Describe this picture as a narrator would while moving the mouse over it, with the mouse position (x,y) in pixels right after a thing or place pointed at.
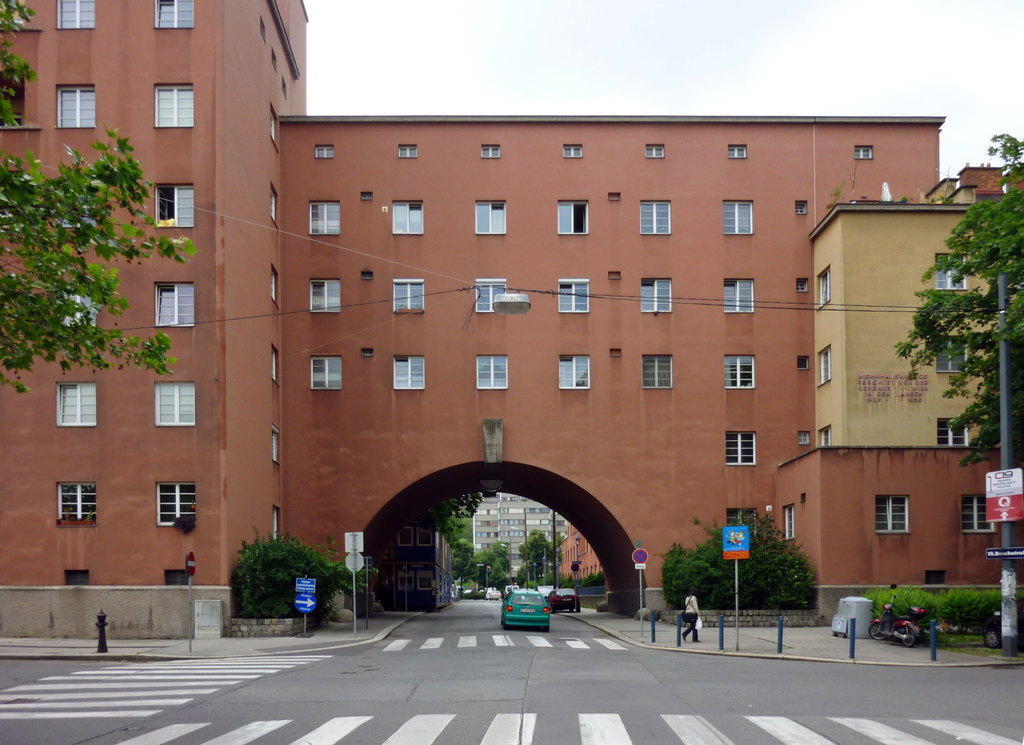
In the center of the image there are cars (528,625) on the road (570,677). There are directional boards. There are poles (779,646). In the background of the image (556,282) there are buildings (514,493), trees (2,384) and sky (688,56). On the right side of the image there is a bike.
